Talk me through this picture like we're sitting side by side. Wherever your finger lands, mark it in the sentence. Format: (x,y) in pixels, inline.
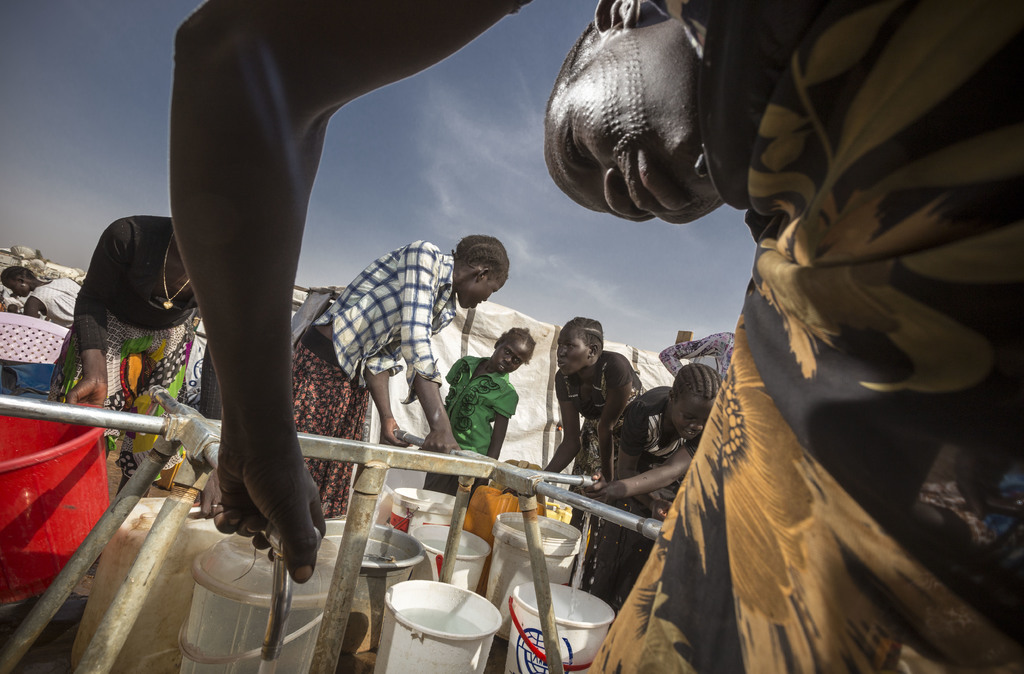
In this picture we can see a group of people (783,523), buckets (486,644), taps (184,409), pipes (556,500) and some objects (648,356) and in the background (512,240) we can see the sky (409,197).
